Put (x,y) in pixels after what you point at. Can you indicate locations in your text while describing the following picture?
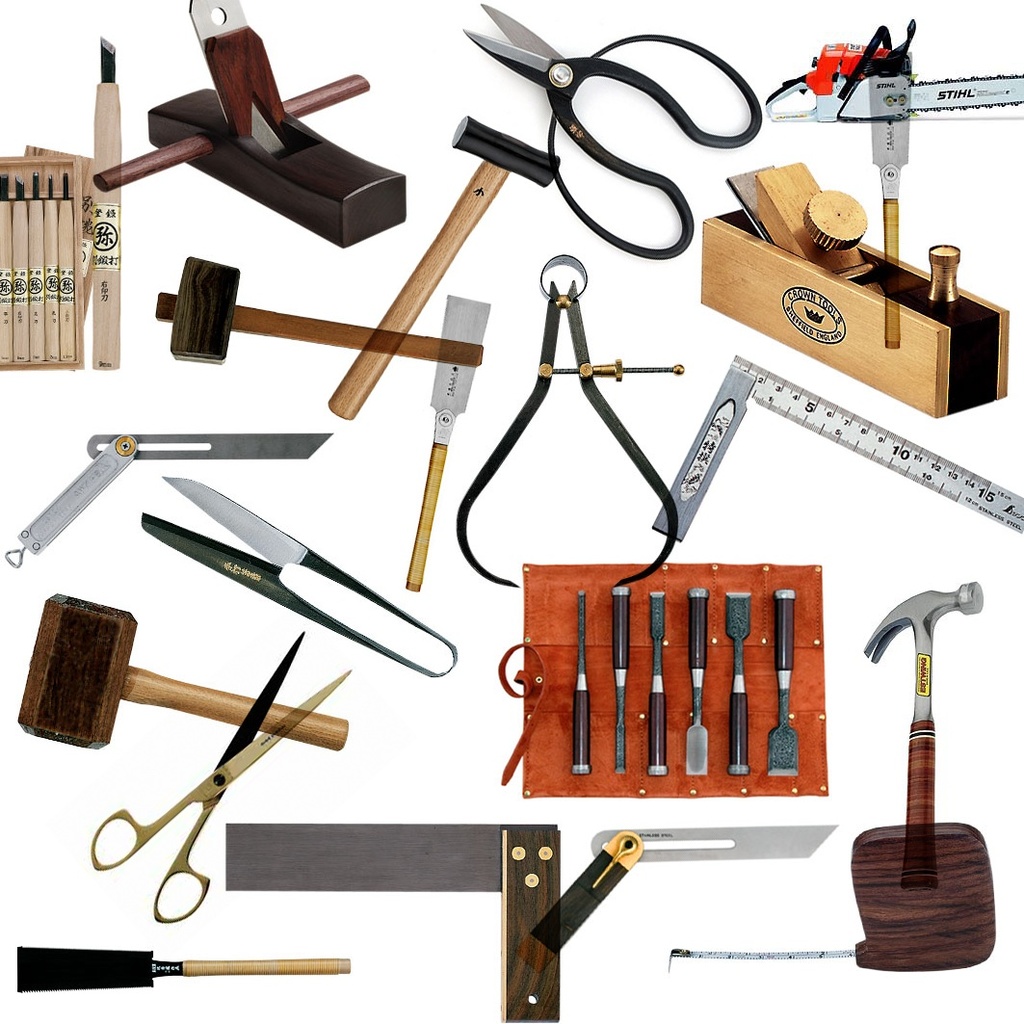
This image consists of some objects (632,774). Here I can see hammers (248,328), claw hammer (929,611), scissor (243,740), cutter (63,975), scale (772,392), box (906,317) and some other objects (249,187).
